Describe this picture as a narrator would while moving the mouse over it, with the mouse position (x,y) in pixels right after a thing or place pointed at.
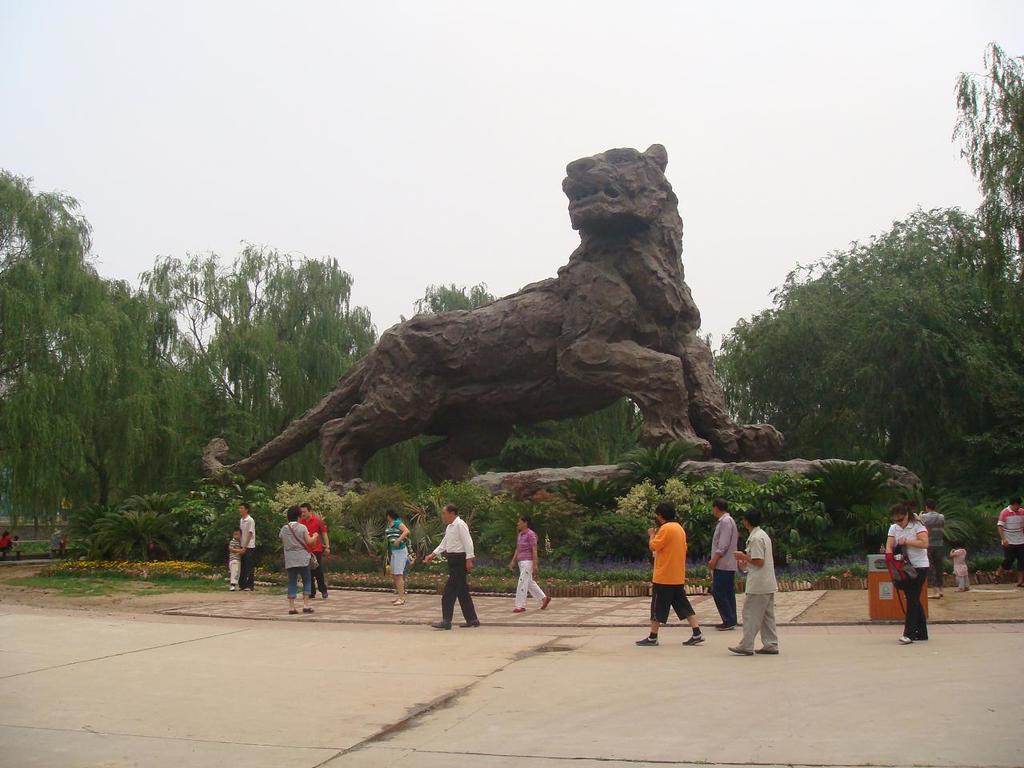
In this picture there are people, among the few persons (1010,523) walking and we can see a sculpture (468,448) of an animal (480,395) on the platform (632,469), plants (964,500), trees (154,394) and an object (887,614). In the background of the image (536,80) we can see the sky (494,59).
